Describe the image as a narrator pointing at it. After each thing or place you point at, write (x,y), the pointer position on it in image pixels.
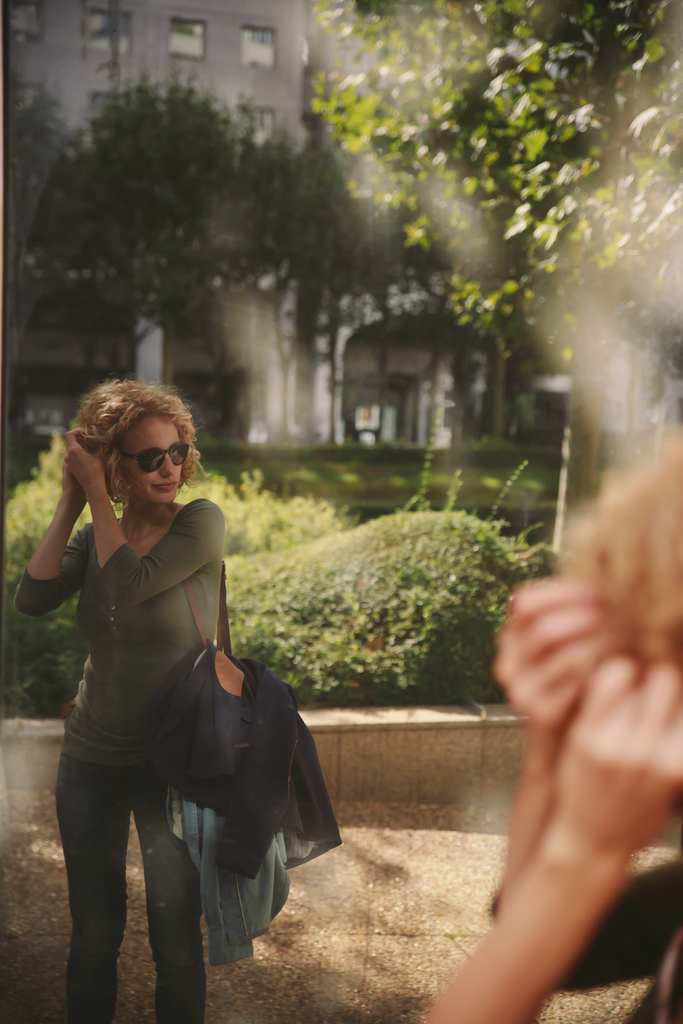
In the picture we can see a woman (59,805) standing on the path (354,966) and correcting her hair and she is wearing a hand bag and in the background (350,239), we can see some plants (228,487), trees (513,25) and a building wall (254,98) with windows (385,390) and glasses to it.
